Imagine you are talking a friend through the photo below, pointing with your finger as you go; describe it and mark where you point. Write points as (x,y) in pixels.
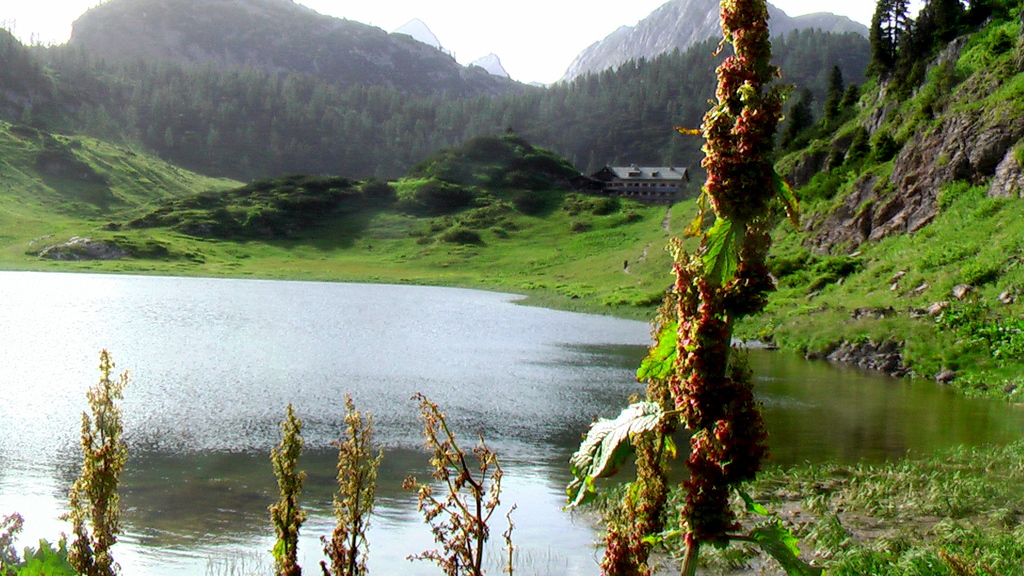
In this picture we can see mountains (838,27), trees (680,161) and building (644,187). On bottom (47,404) we can see water (534,567) and grass (883,553). On the top (578,16) there is a sky (577,12).
